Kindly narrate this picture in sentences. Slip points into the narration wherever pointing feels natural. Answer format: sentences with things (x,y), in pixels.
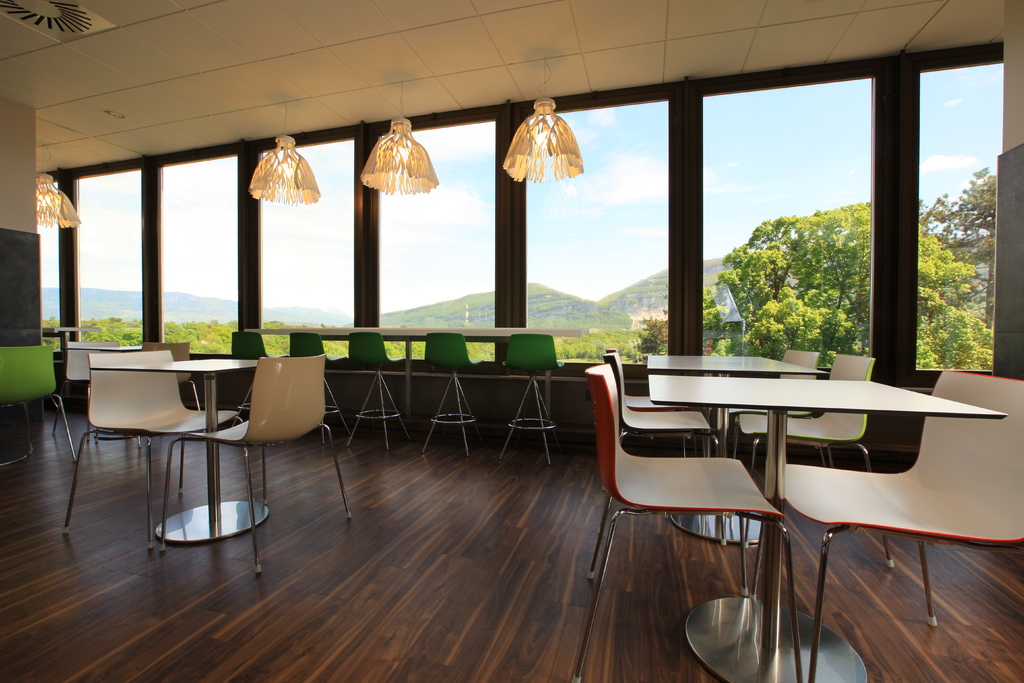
In this image, we can see the interior view of a room (610,461). We can see some chairs (599,423) and tables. We can see the wall (23,234) with some objects (3,322). We can see the glass windows (324,199). We can see some hills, trees (960,277) and the sky (196,279) with clouds (91,208). We can see the roof (131,11) with an object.
